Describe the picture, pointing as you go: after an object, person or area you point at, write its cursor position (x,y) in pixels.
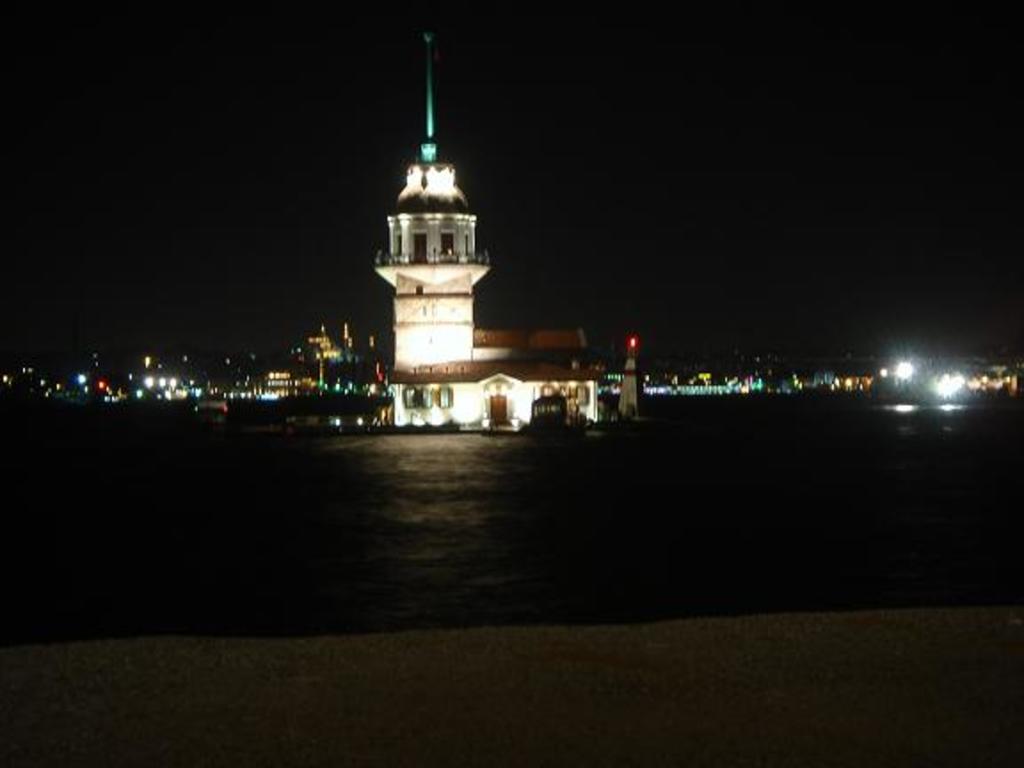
In this picture there is a night view of the lighthouse Tower (431,267), which is placed in the middle of the water (267,419). Behind there are some buildings (224,375) with lights (758,380). In the front (45,764) bottom side there is a ground (848,641).
